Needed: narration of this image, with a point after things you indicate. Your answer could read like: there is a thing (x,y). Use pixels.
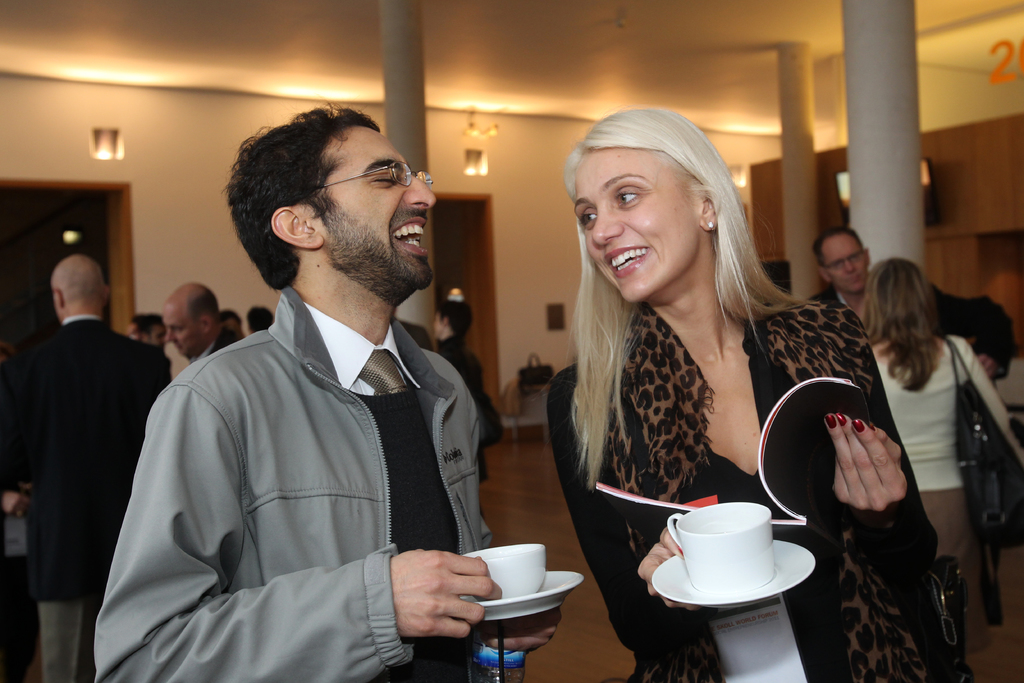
In this image there are group of people (877,481) standing. In the front (724,405) at the right side (751,410) the woman (745,413) holding a cup (751,542) and a saucer (788,582) is having smile on her face (649,219). At the left side (309,473) the man (346,466) standing is having smile (398,239) on his face (380,234) and holding a cup (520,577) and a saucer (531,596) in his hand (415,606). In the background (120,354) there are few people (143,348) standing at the left side (199,334), at the right side (898,331) the man (859,289) is having conversation with the woman (914,397) wearing a white colour shirt (930,407) holding a black colour bag (994,451) along with her. In the background (527,265) there is wall (512,202), pillar (409,116), doors (476,259).
